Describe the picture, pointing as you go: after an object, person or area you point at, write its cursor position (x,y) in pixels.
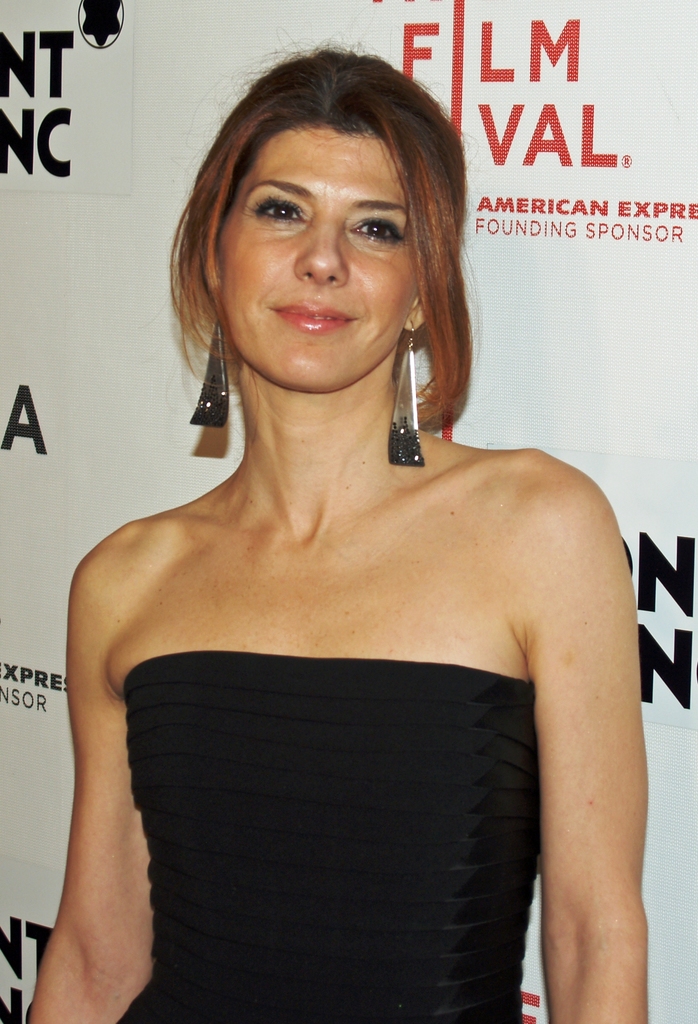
In the center of the image (325,434) there is a person (196,610) standing on the floor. In the background (124,31) there is an advertisement (34,156).
